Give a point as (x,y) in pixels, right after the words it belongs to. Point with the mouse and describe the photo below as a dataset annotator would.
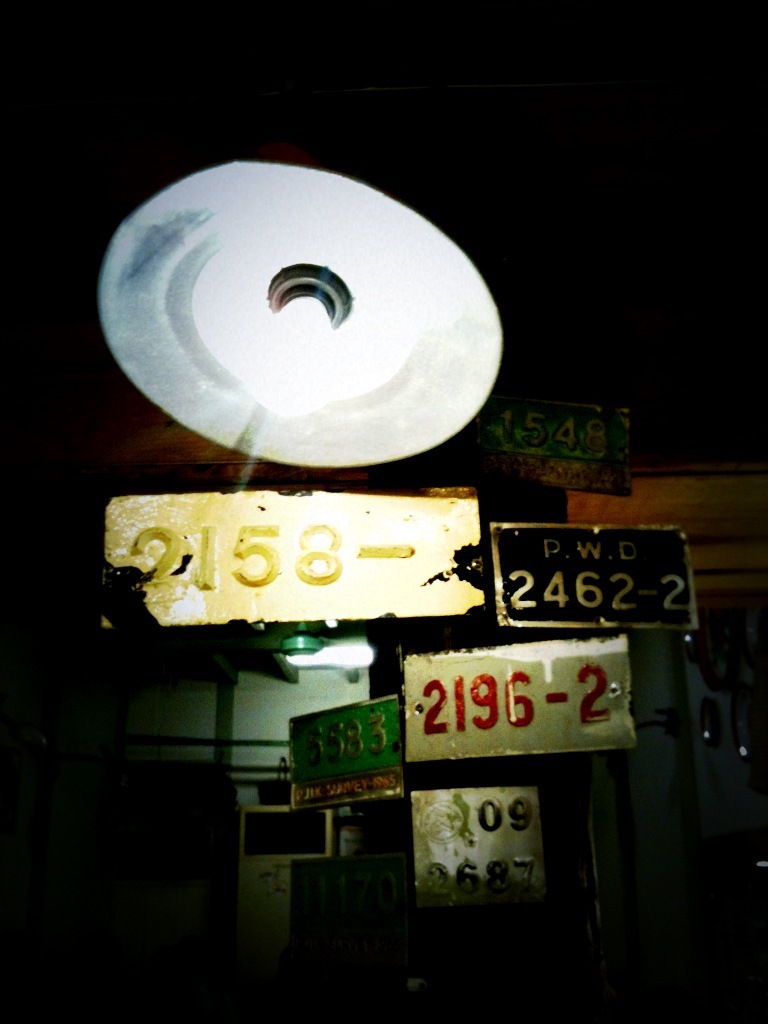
Here we can see a light (234,254) and boards (374,497). There is a dark background (643,103).
